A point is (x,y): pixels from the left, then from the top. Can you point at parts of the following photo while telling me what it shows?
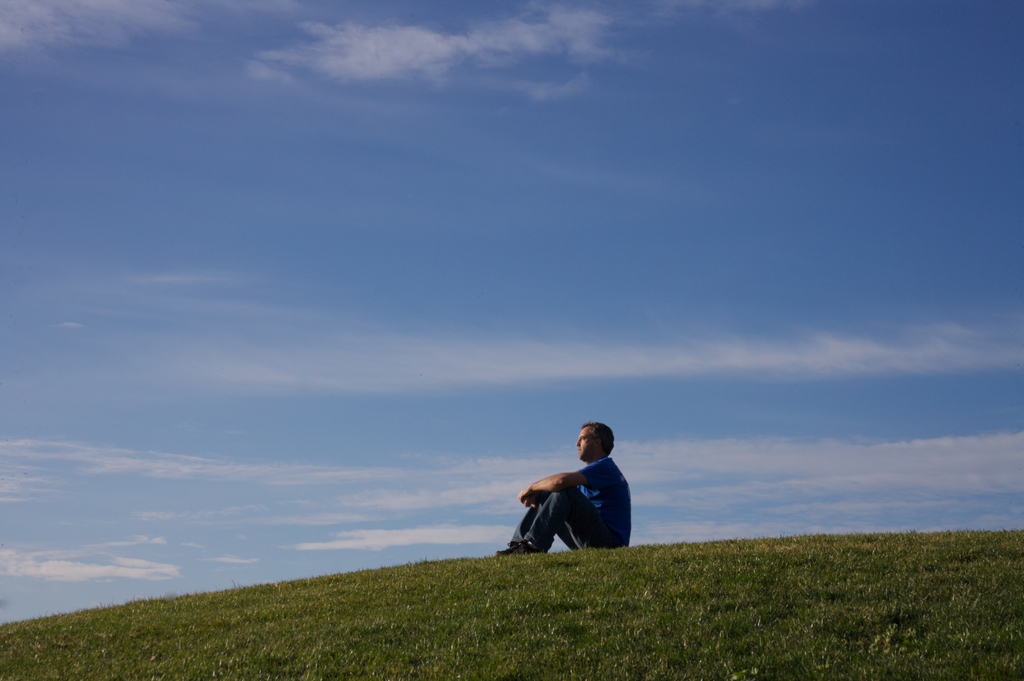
In this image I see a man (597,441) who is sitting over here and I see the green grass (412,659). In the background (73,137) I see the clear sky (603,228).
